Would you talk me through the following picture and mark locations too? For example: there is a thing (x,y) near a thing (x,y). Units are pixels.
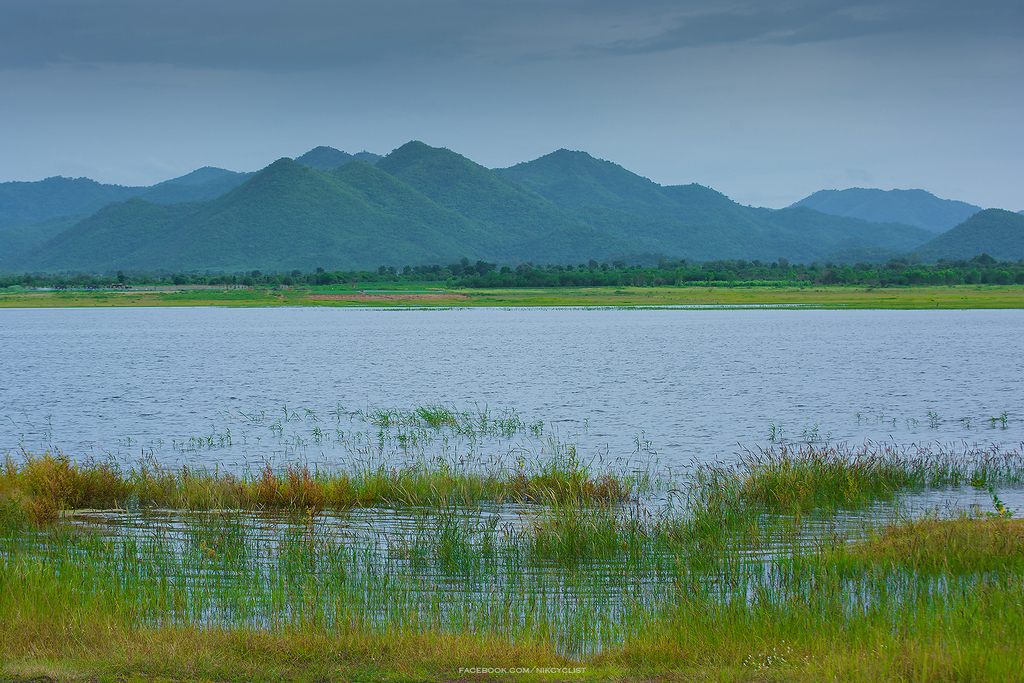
In the image we can see grass (540,543), water (533,381), plants (531,275), hills (484,259) and the sky (591,89).
